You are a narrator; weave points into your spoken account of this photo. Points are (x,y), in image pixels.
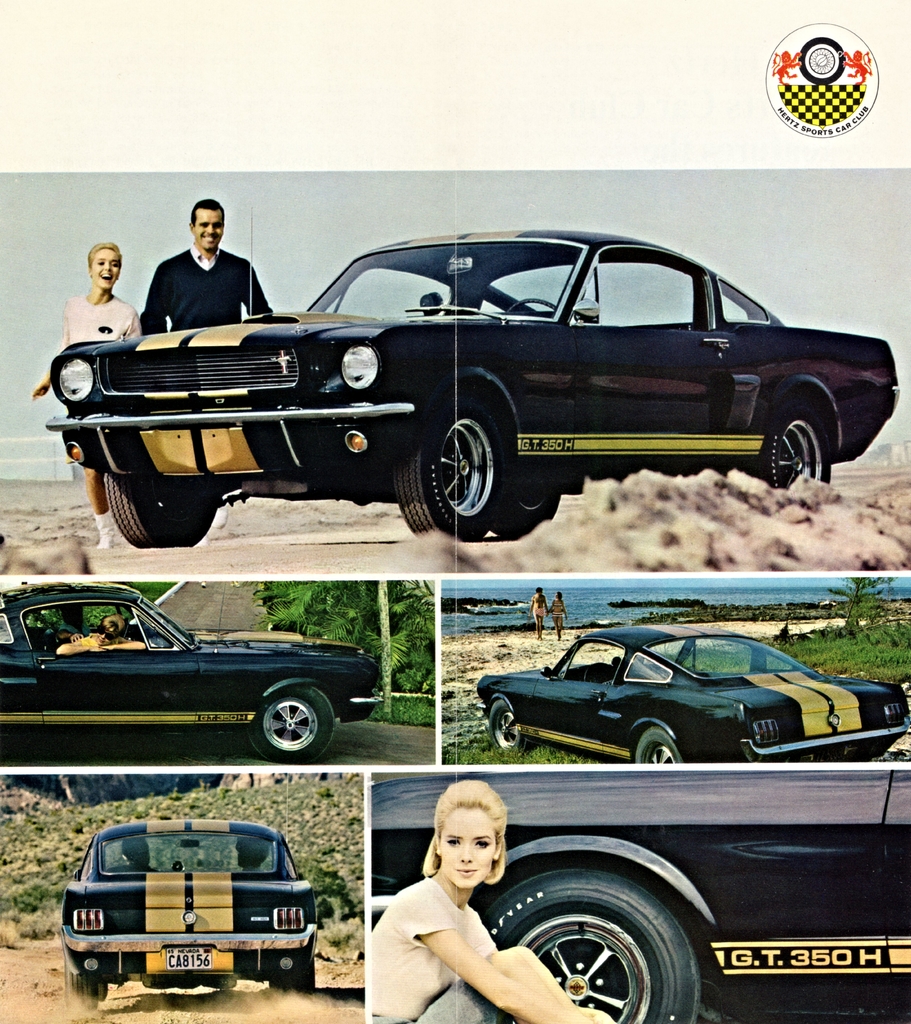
This image is the collage picture in which there are cars (270,442) and there are persons (453,894), trees (371,628). The image at the bottom (185,921) there are cars (382,911) and there is a woman (434,923) and the image in the center (558,605) there are persons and there is grass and there is water (717,600) and the image at the top (156,319) there are persons (136,326) standing and in the front (668,517) there are stones (685,522).
